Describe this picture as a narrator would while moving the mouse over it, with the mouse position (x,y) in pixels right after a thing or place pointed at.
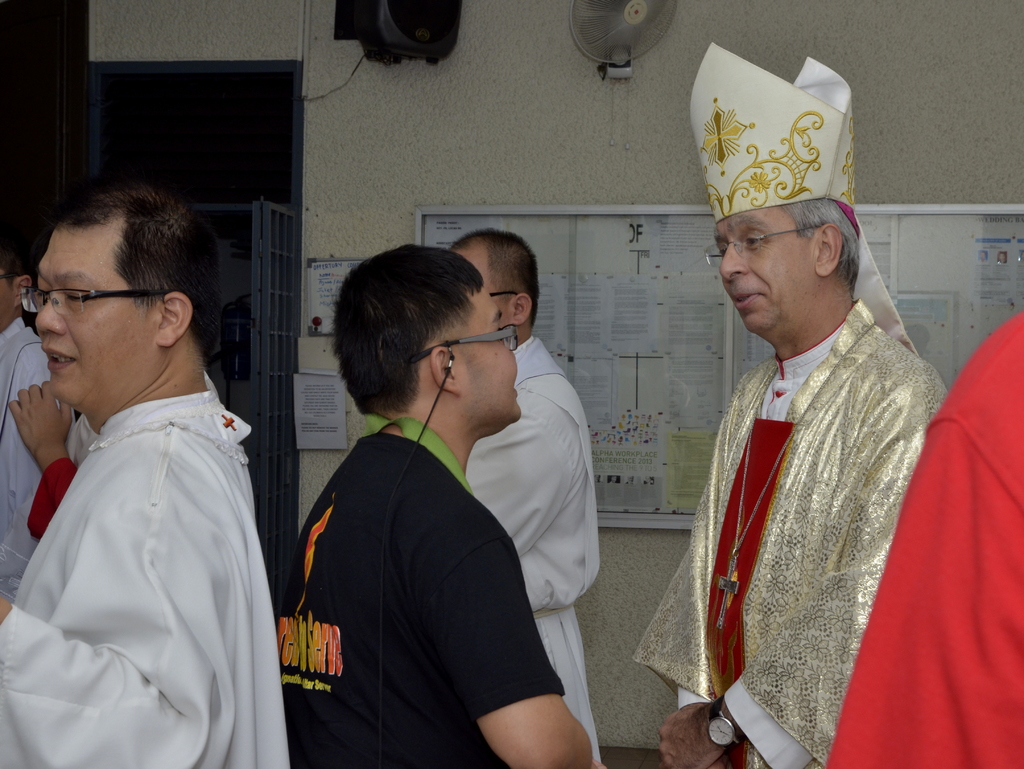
In this picture there are group of people (490,377) standing. At the back (632,284) there are papers (632,284) on the board (637,282) and on the wall (392,219). At the top (382,50) there is a fan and speaker (407,21) on the wall (492,54). On the left side of the image (274,272) there is a metal door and there is a fire extinguisher (232,323).
